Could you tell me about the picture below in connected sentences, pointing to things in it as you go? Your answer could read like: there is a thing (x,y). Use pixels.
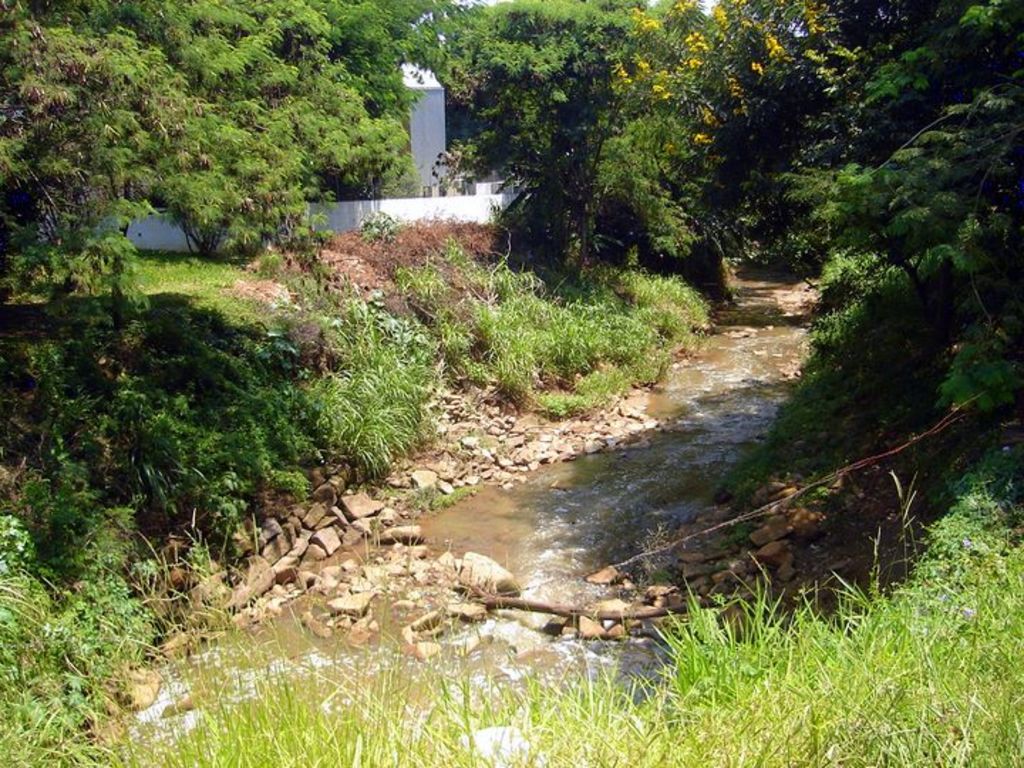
In this image I can see the water (505,527) and the stones (334,512). On the left (255,411) and right side (914,652), I can see the grass (935,581). In the background (429,163), I can see the trees (55,122) and a house (419,182).
